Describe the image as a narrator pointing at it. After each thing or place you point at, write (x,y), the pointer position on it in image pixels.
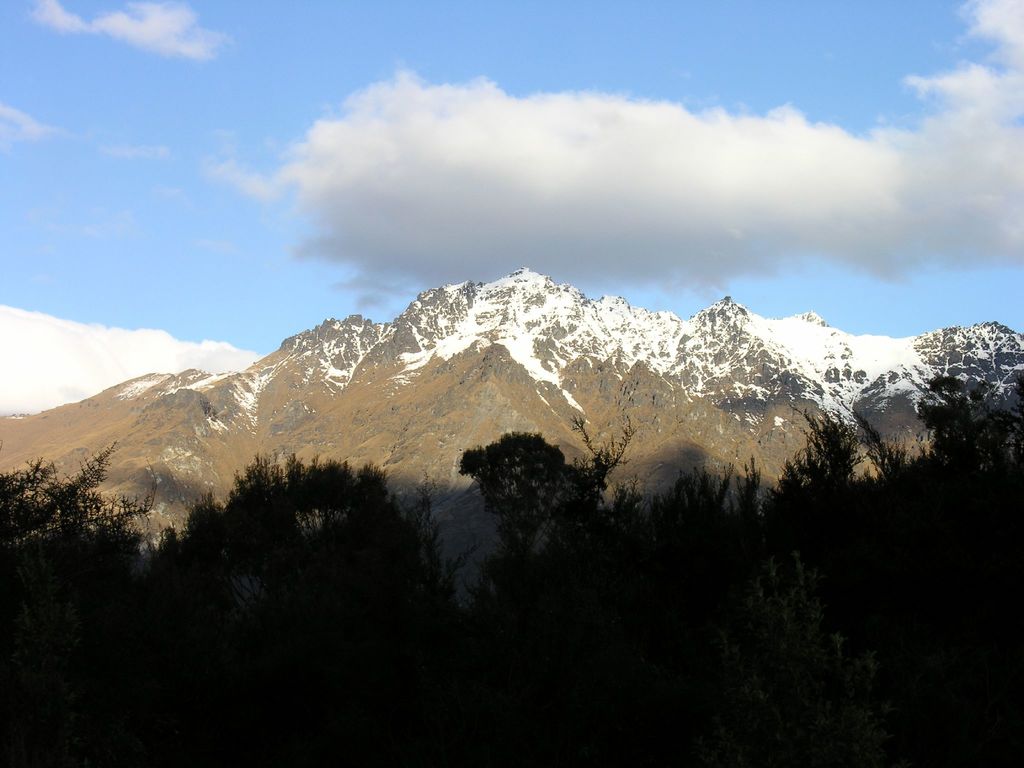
In this image, we can see trees (511,569), mountain (493,363) covered with snow (466,330). At the top (490,106), there are clouds (572,133) in the sky (461,76).
